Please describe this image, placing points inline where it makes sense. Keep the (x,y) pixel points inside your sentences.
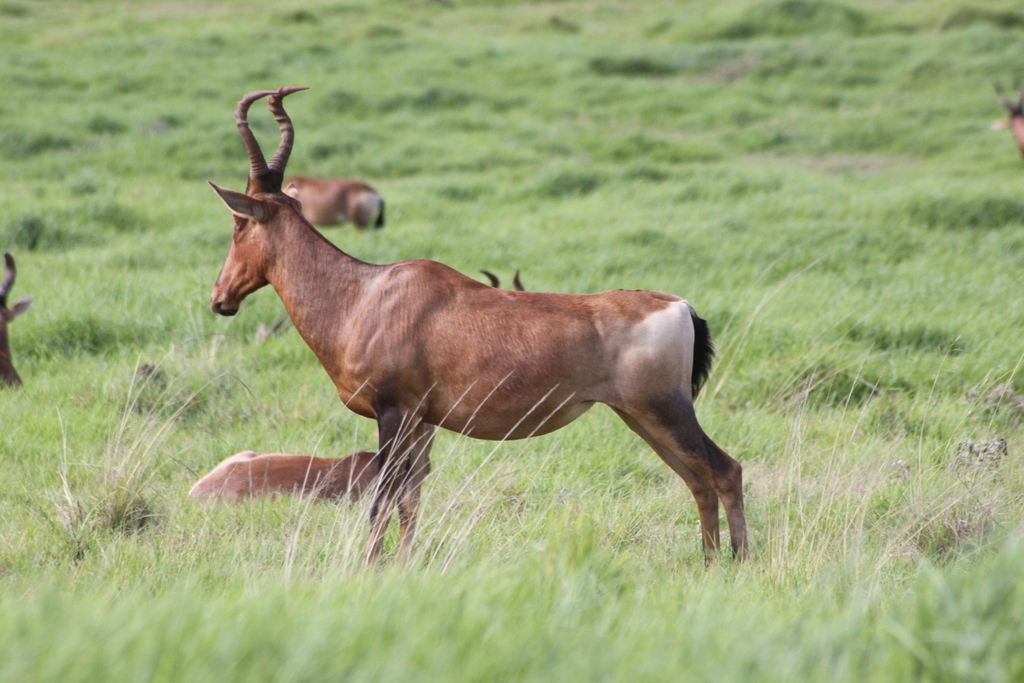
In this picture I can see some animals (312,288) are on the grass (18,503).
